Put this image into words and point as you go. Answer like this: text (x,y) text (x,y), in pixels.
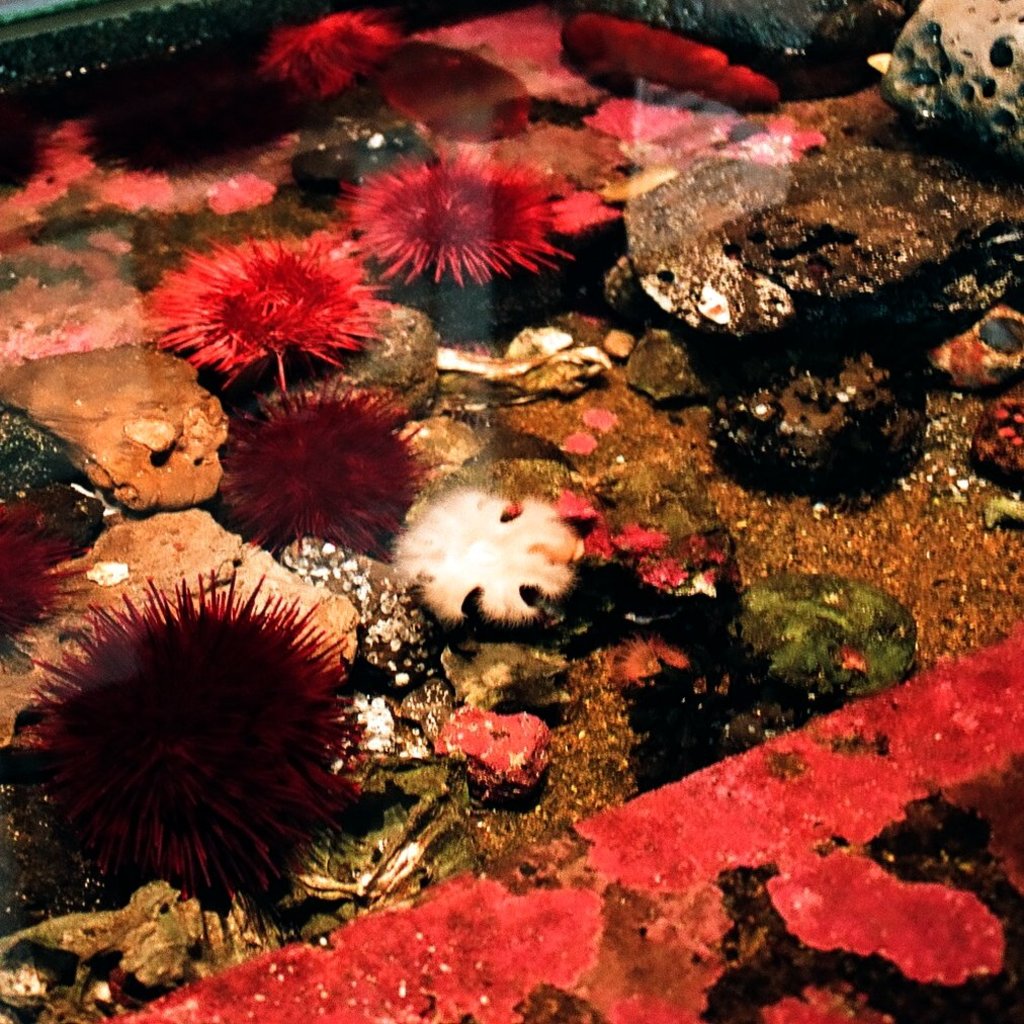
In this picture we can see inside view of the sea water (428,513). In the front (261,716) we can see some coral rocks (423,606) and red color sea urchins (535,239).
